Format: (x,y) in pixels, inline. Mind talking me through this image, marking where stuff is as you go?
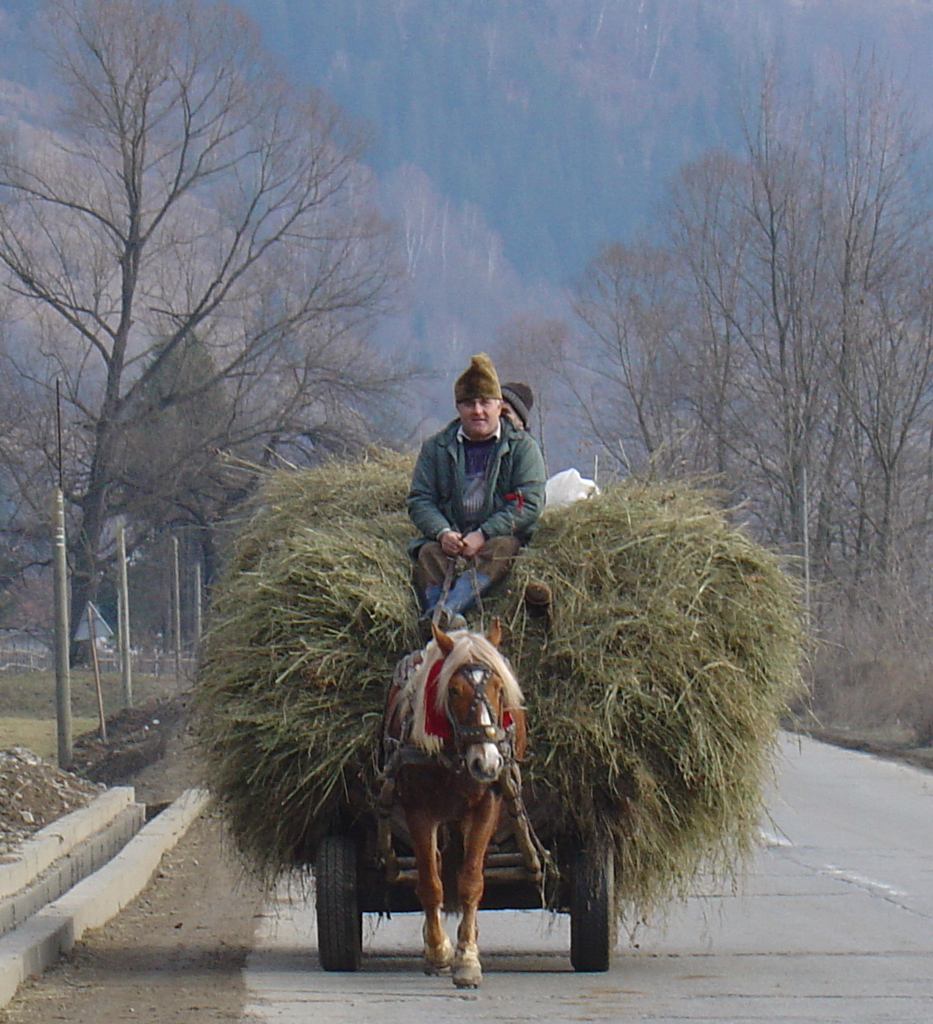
In this image I can see the road (680,900), an animal cart (523,808) on the road (859,920). On the animal cart (548,676) I can see huge grass bundle (683,573) and a person (500,542) sitting on it. In the background (159,410) I can see few poles (197,621), few trees (139,605) and the hill (476,125).
